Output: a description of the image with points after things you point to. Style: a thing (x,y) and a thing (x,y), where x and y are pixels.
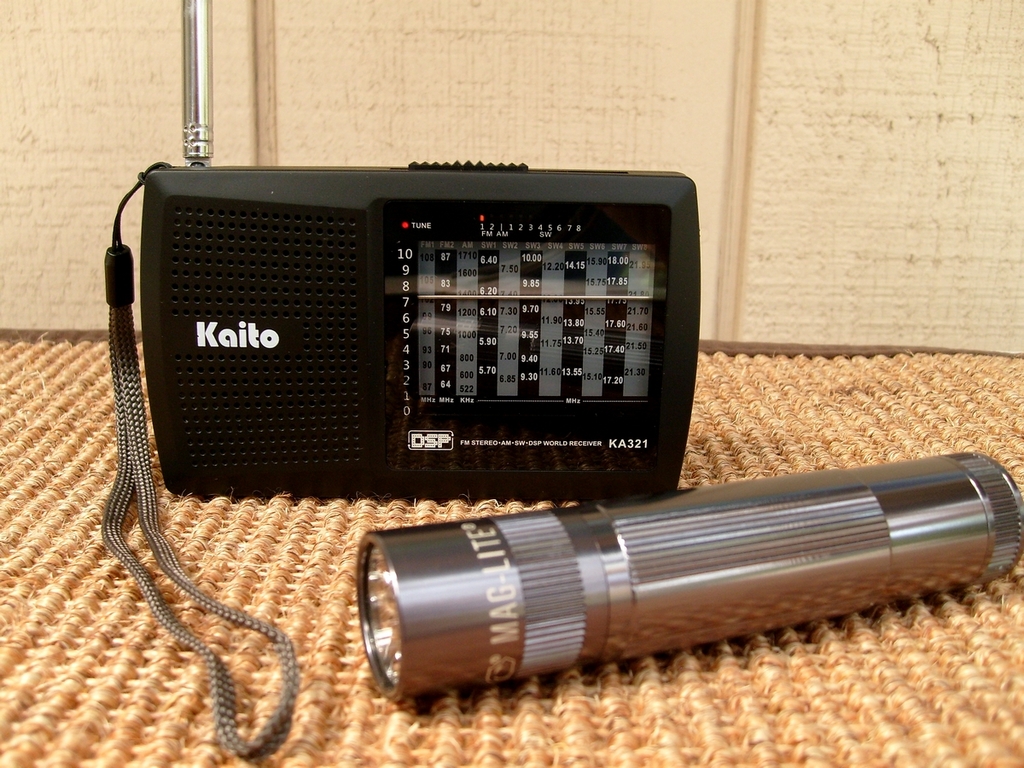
In this image, we can see a radio (317,293) and a torch (553,576) on the mat (280,684) and in the background (370,58), there is a board (906,131).
